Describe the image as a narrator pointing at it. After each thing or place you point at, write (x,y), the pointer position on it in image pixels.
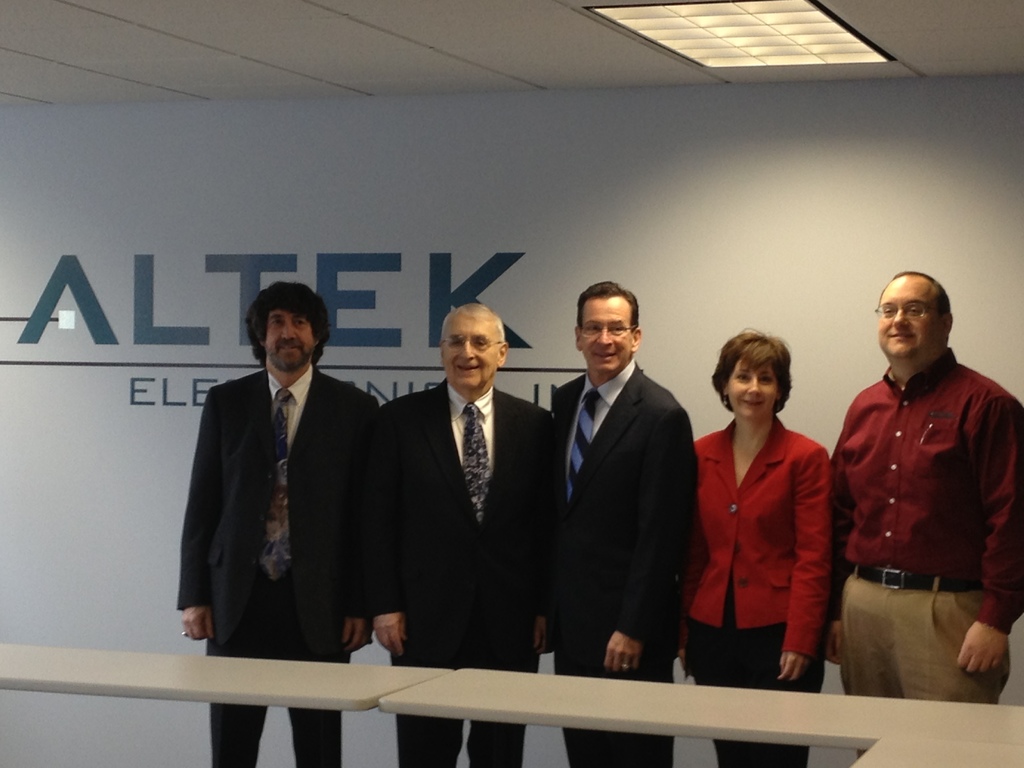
In this image, I can see five persons (745,451) standing and smiling. At the bottom of the image (535,681), there are tables (485,717). In the background (149,444), I can see a board (366,323) with words (198,382). At the top of the image (823,43), I can see a ceiling light (818,58) attached to the ceiling (600,58).
